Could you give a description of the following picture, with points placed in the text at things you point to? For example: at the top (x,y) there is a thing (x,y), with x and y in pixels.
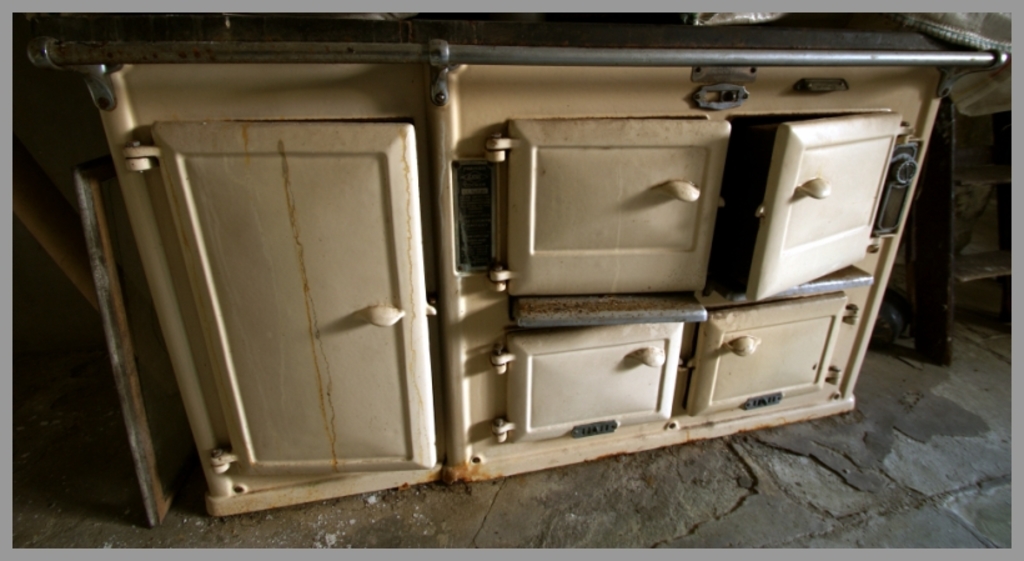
In this image we can see a cupboard (465,362) and some other objects (959,257) on the floor (891,449).
